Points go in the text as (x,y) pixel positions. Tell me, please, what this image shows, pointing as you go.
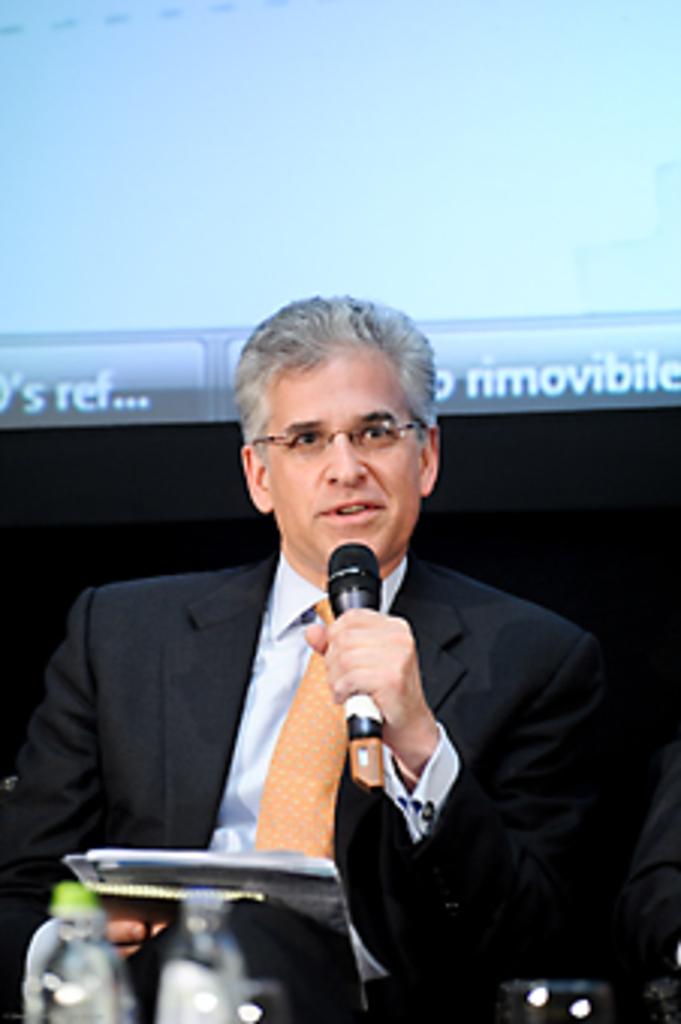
In this image and i see a man (349,645) sitting and holding a microphone (364,603) and other objects (283,863) in his hand (416,713).
